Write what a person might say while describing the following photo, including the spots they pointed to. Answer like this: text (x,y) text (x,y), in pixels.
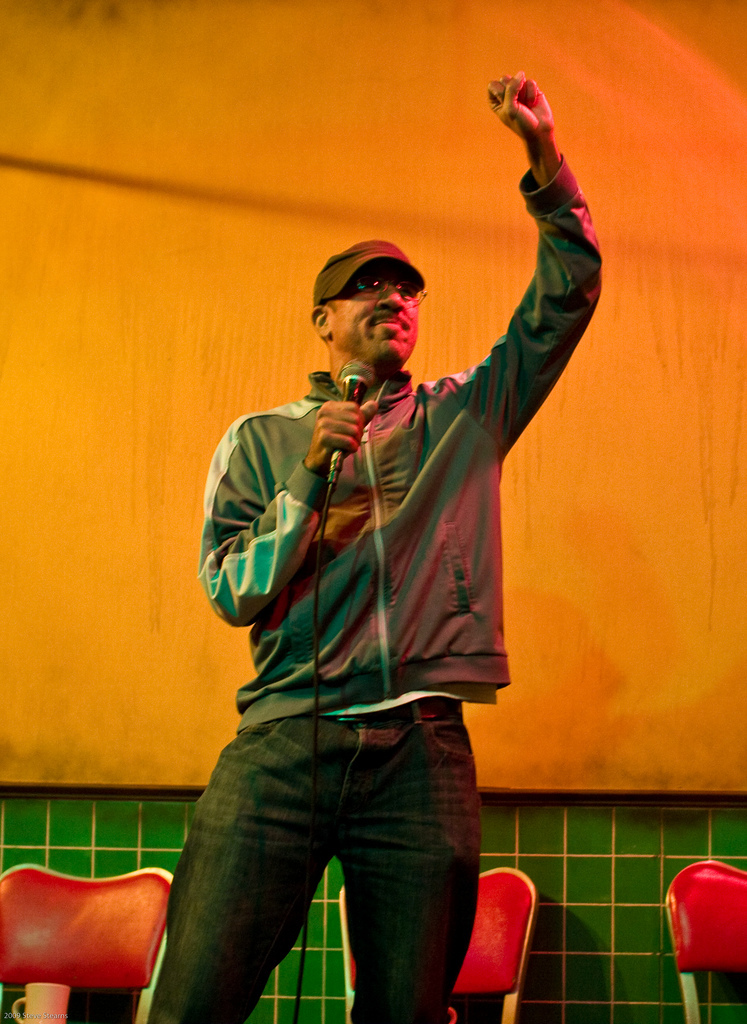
In this image we can see a man (433,491) wearing cap (380,257) and specs (361,284). And he is holding a mic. In the back (161,882) there are chairs (161,882). Also there is a wall (577,670). At the bottom (60,1016) there is a cup (68,1007).
